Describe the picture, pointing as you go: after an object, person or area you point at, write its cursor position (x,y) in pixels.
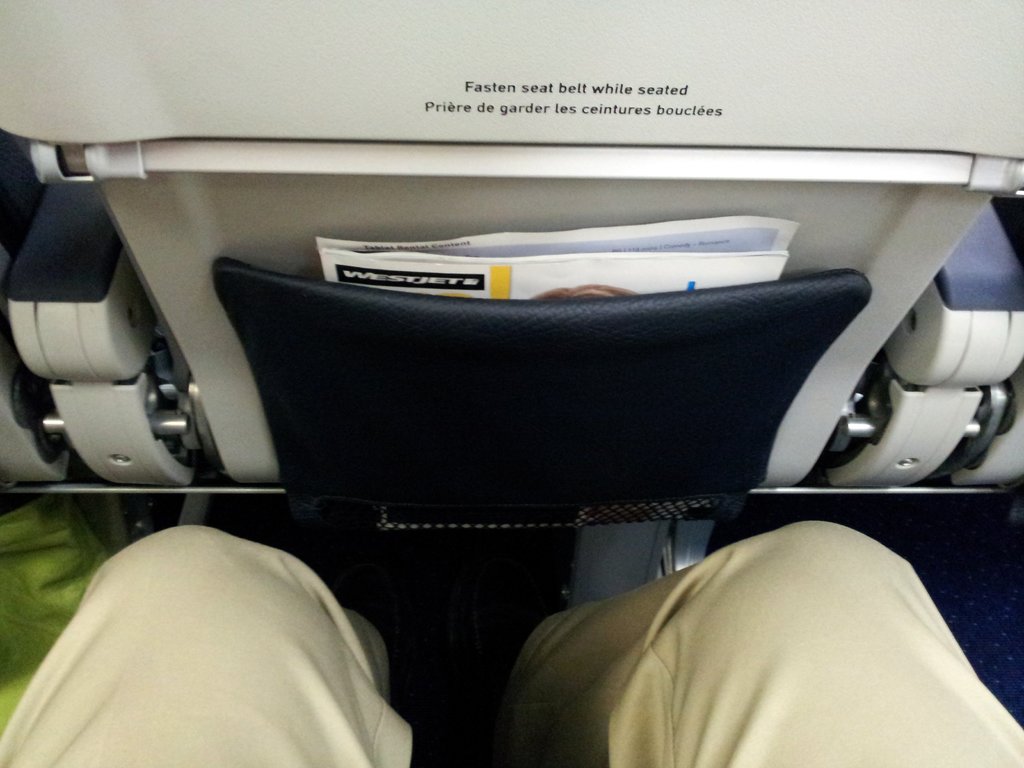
In this picture I can see a person legs (682,687) sitting in a vehicle (111,434) and also we can see the front seat (300,280), on which we can see some papers (343,258) kept in a seat cover (574,307).
